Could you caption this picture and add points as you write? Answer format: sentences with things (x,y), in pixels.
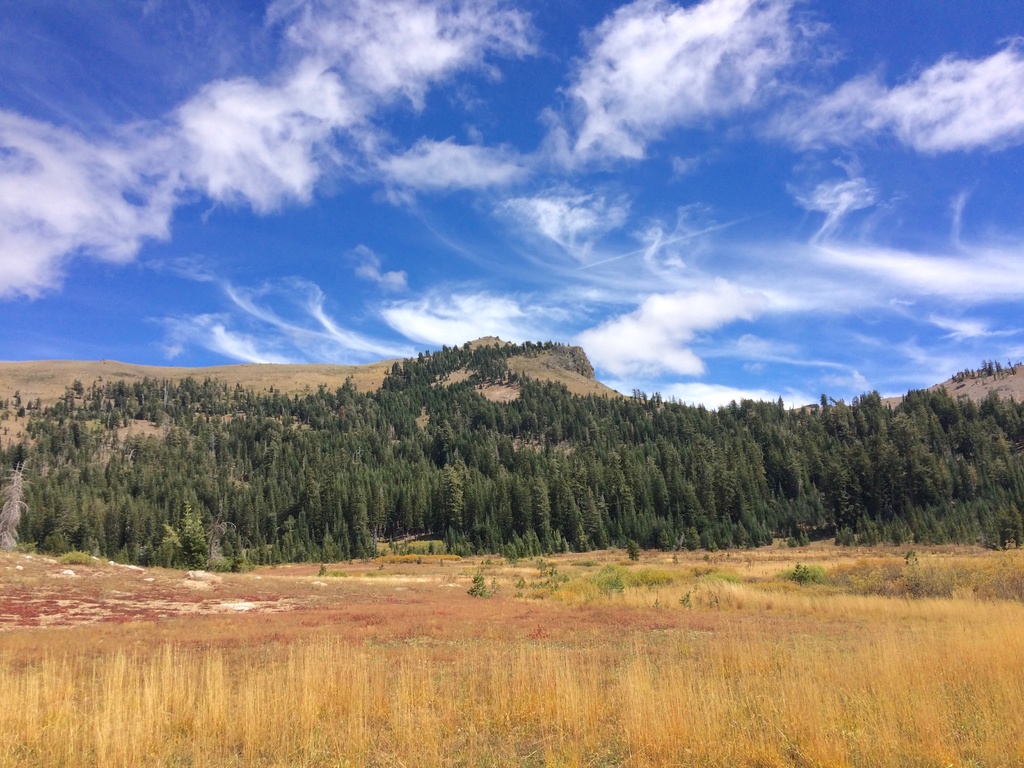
In this image I can see dried grass (710,766) in brown color, trees (71,488) in green color. Background (817,296) the sky (397,87) is in blue and white color.
